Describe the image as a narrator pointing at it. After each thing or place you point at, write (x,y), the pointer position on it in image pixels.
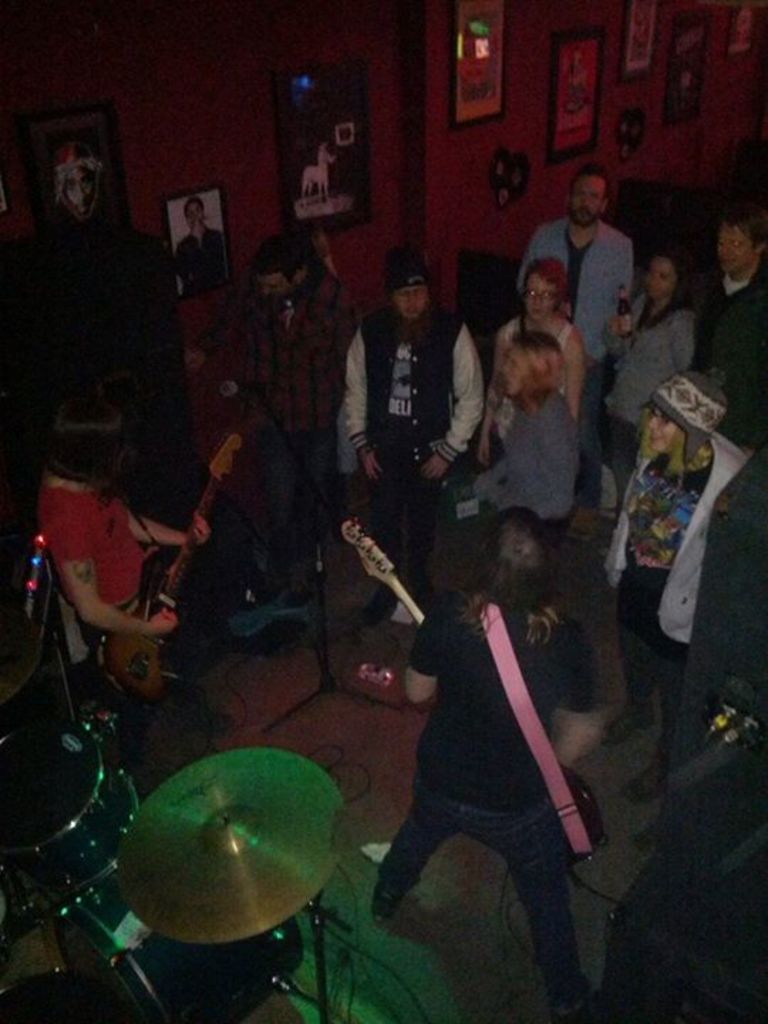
There is a group of people (331,369). They are standing. The two persons (509,573) are playing musical instruments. We can see in the background (343,191) posters (335,115), photo frame (333,105), wall (173,121).
